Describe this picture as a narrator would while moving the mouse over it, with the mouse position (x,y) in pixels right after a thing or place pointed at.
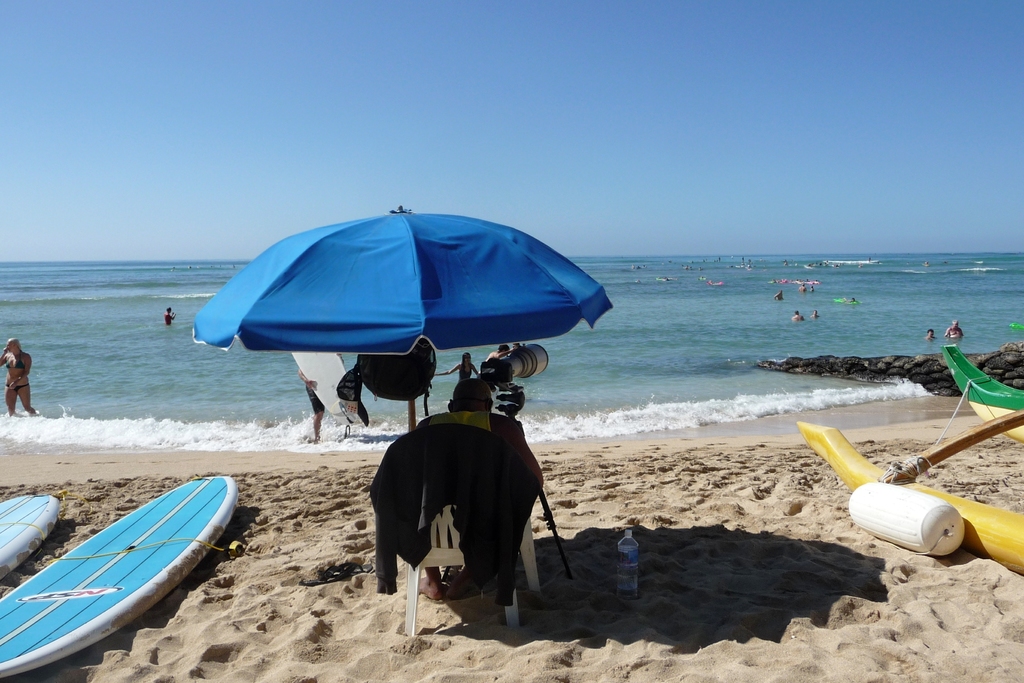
This image is taken in the beach (164,489). In this image we can see the surfing boards (96,545) and also some object (932,462) in the sand (823,531). We can also see a person (440,420) sitting on the chair (456,474) under the tent (402,238). There is also a water bottle (633,553). We can also see many people (8,411) in the water (670,290). Sky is also visible.
